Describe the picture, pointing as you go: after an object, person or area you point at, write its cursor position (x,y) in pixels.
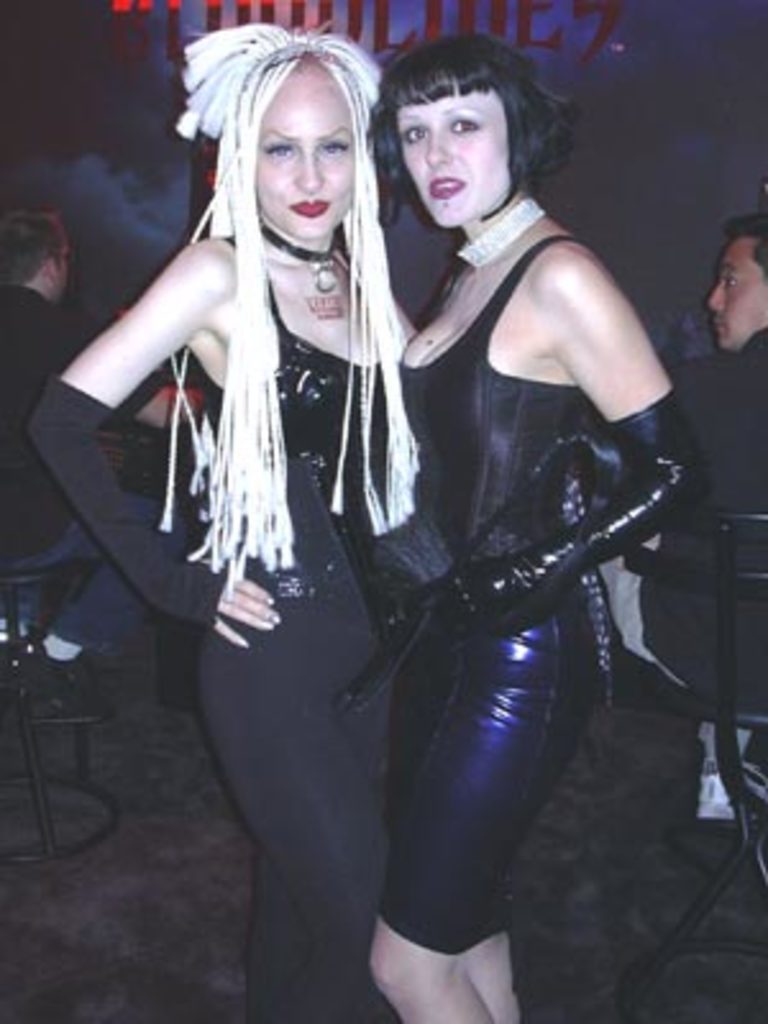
In this picture I can see the two girls (405,554) in the middle (360,522), they are wearing the black color dresses (316,585), two men (630,567) are sitting on the chairs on either side of this image, at the top (517,14) it looks like the text (380,28).
